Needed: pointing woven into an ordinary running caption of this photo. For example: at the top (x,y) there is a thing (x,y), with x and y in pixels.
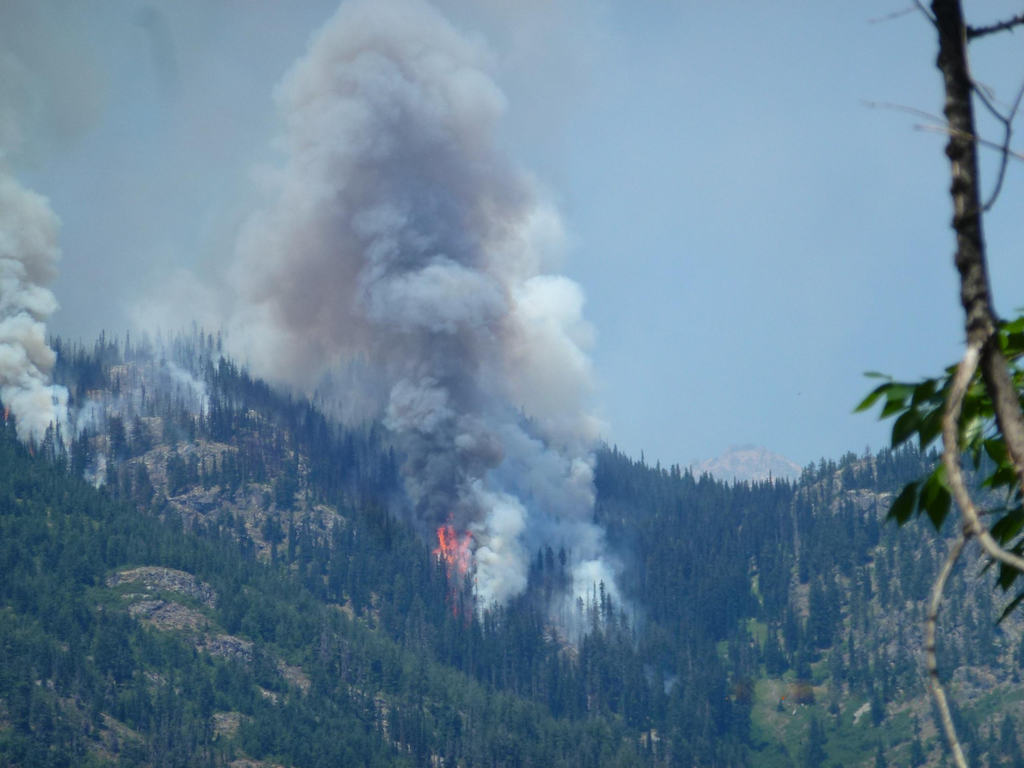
Here we can see trees (741,635), fire (458,537), and smoke (396,325). In the background (524,85) there is sky (896,249).
